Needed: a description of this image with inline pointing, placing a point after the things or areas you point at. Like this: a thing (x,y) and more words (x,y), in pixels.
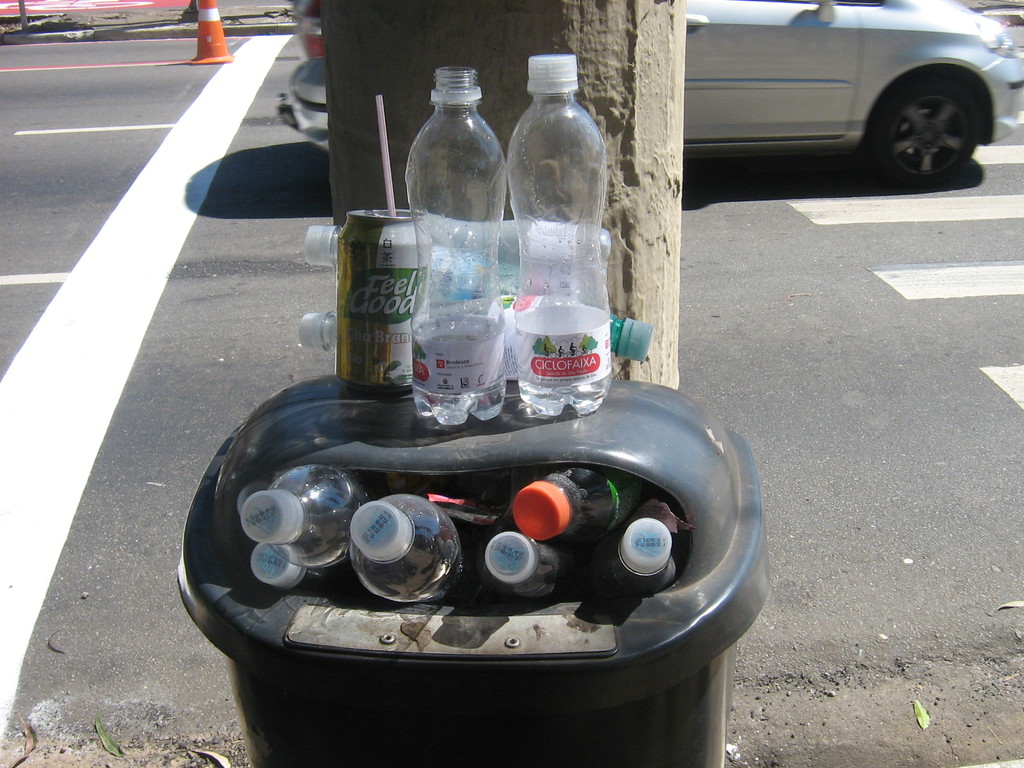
This bin (619,440) is filled with bottles (597,523) and above this bin (509,489) there is a tin (393,275) and bottles (529,269). Vehicles (888,51) on road (851,264). This is cone (216,61).
